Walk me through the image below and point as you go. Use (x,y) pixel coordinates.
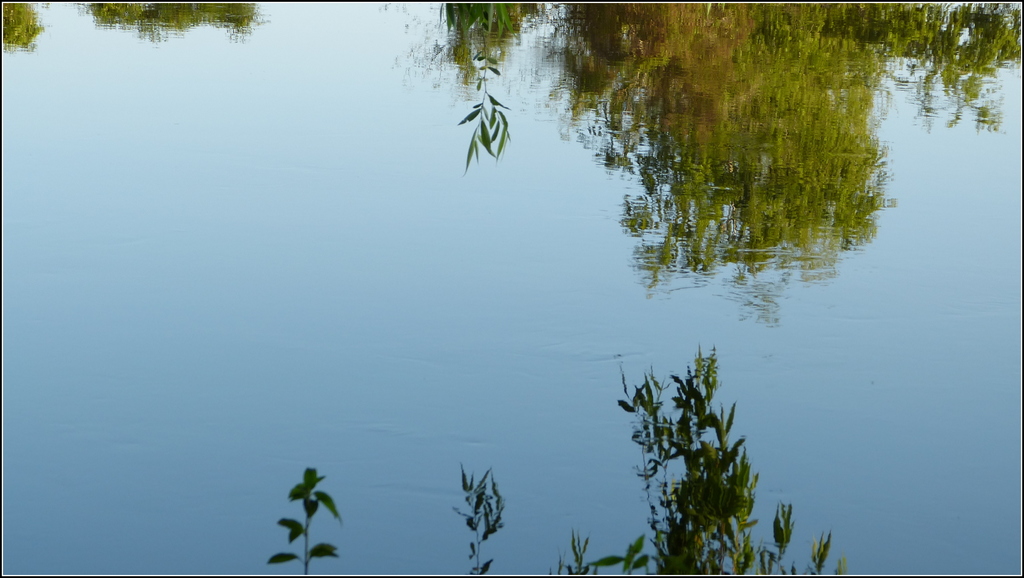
In this image at the bottom (470,570) there are plants (743,562). In the middle (626,310), there are waves (631,182), water (696,245) on that there are reflections (677,127) of trees (735,163) and plants (476,136).
